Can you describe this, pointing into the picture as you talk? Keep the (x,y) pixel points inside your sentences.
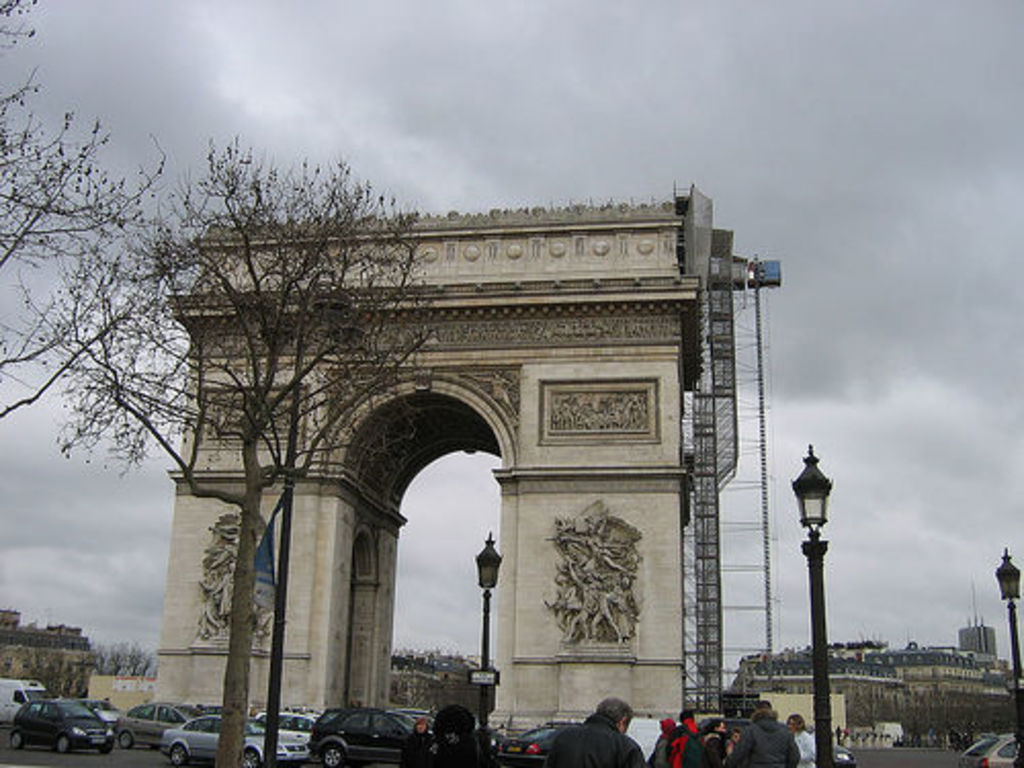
There are people (713,723), vehicles (329,714) on the road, trees (236,607), poles (818,749) and buildings (397,661).
